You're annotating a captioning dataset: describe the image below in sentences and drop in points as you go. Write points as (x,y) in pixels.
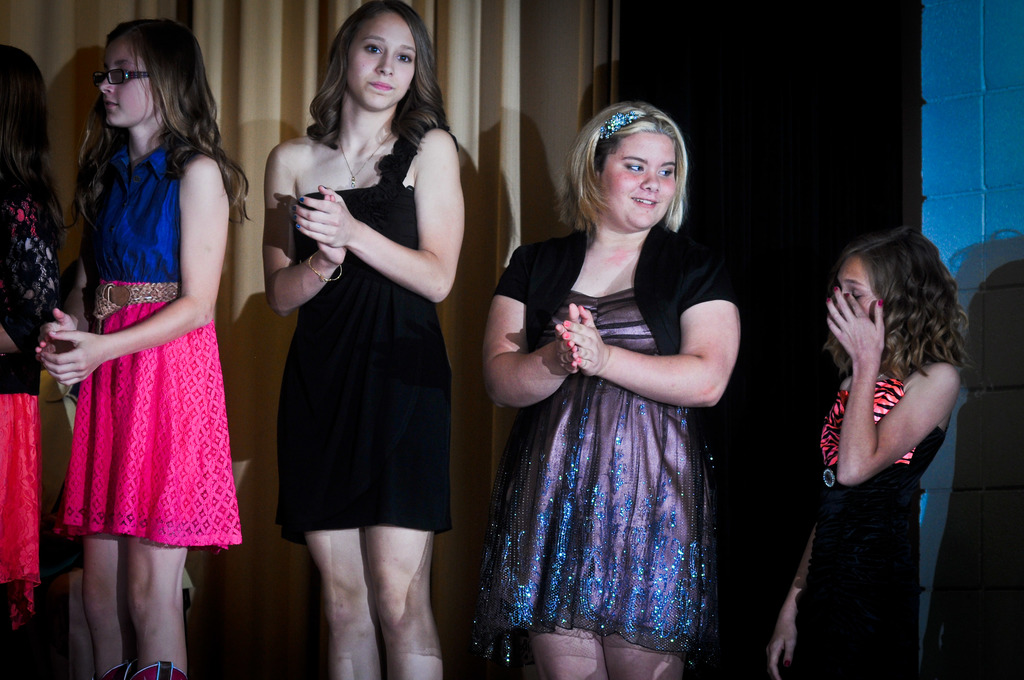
In this image in the foreground (163,407) there are a group of girls (438,391) who are standing and clapping, in the background (471,52) there is a curtain (513,53) and wall (954,152) and a door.
